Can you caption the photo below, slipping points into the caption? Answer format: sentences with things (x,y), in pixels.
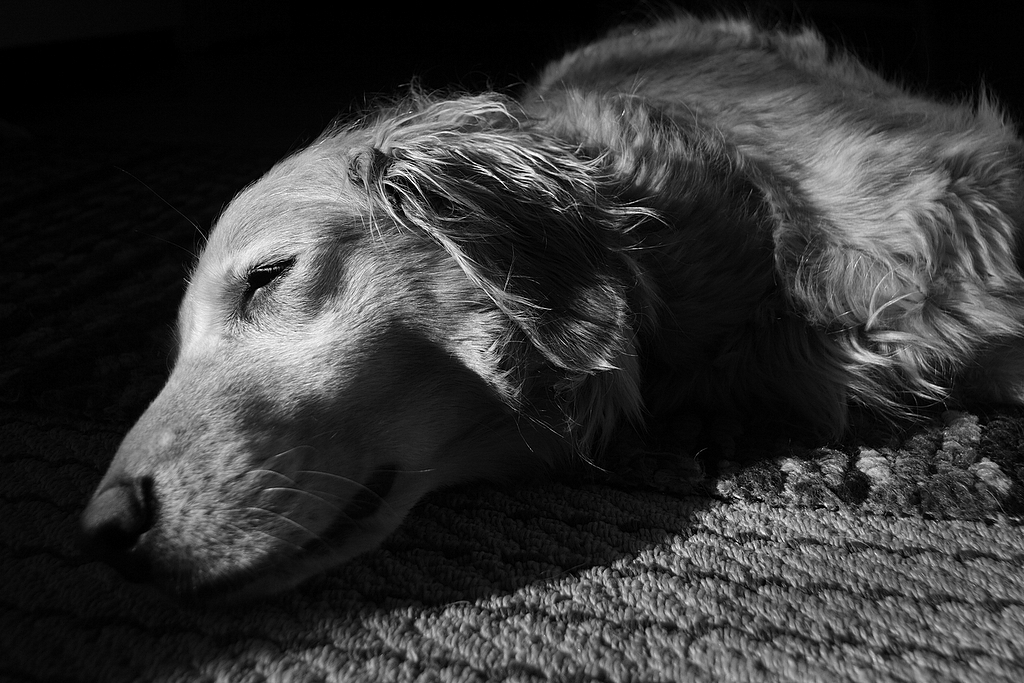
In this image we can see a dog (755,115) sleeping on the mat (576,533).
